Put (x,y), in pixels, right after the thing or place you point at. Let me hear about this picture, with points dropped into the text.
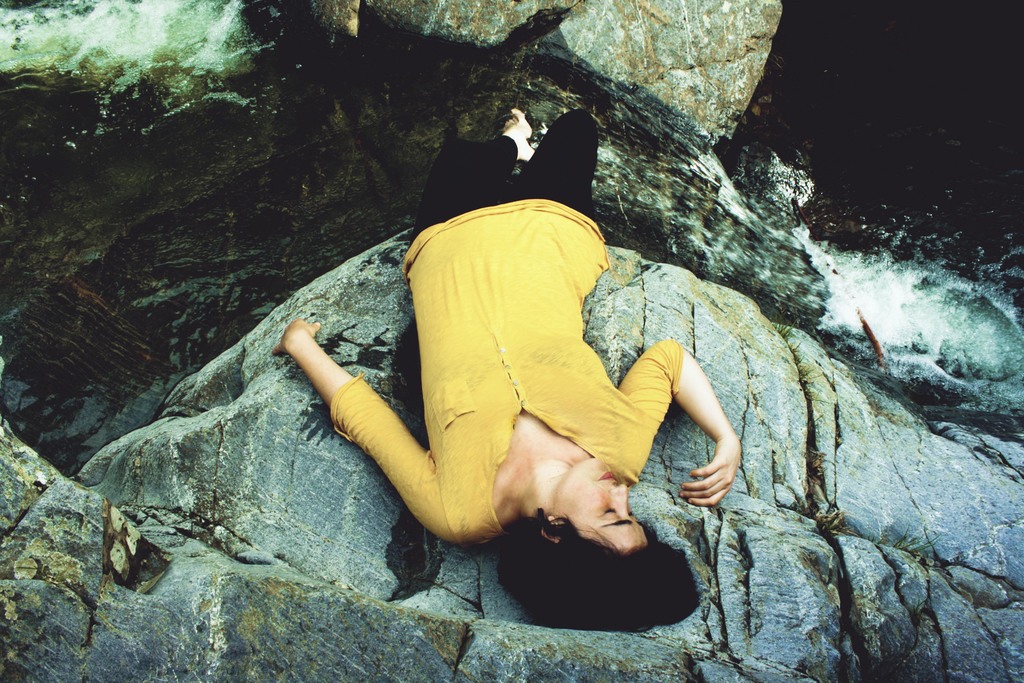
In this image I can see a woman (569,448) laying on the rock (188,484), wearing a yellow shirt (586,365) and black pant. There is water (753,212).
